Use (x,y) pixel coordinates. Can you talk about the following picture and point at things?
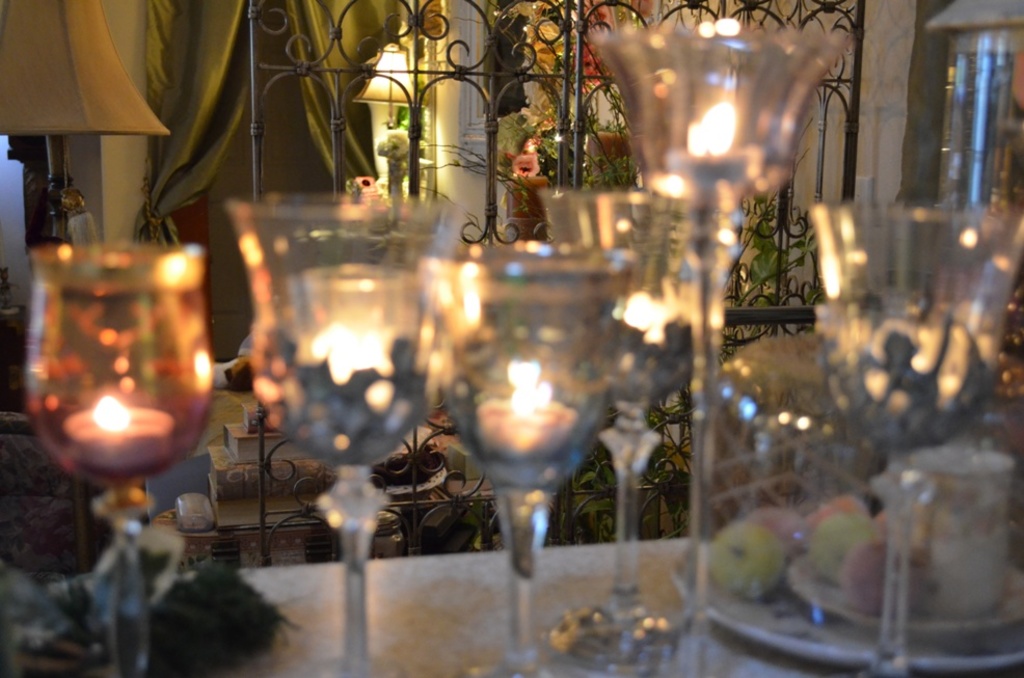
In the image we can see on the table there are glasses (323,372) and candles (98,407) are kept in it and at the back (173,144) there are plants (500,144) and curtains (188,111) and in front (953,518) the image is little blur.
